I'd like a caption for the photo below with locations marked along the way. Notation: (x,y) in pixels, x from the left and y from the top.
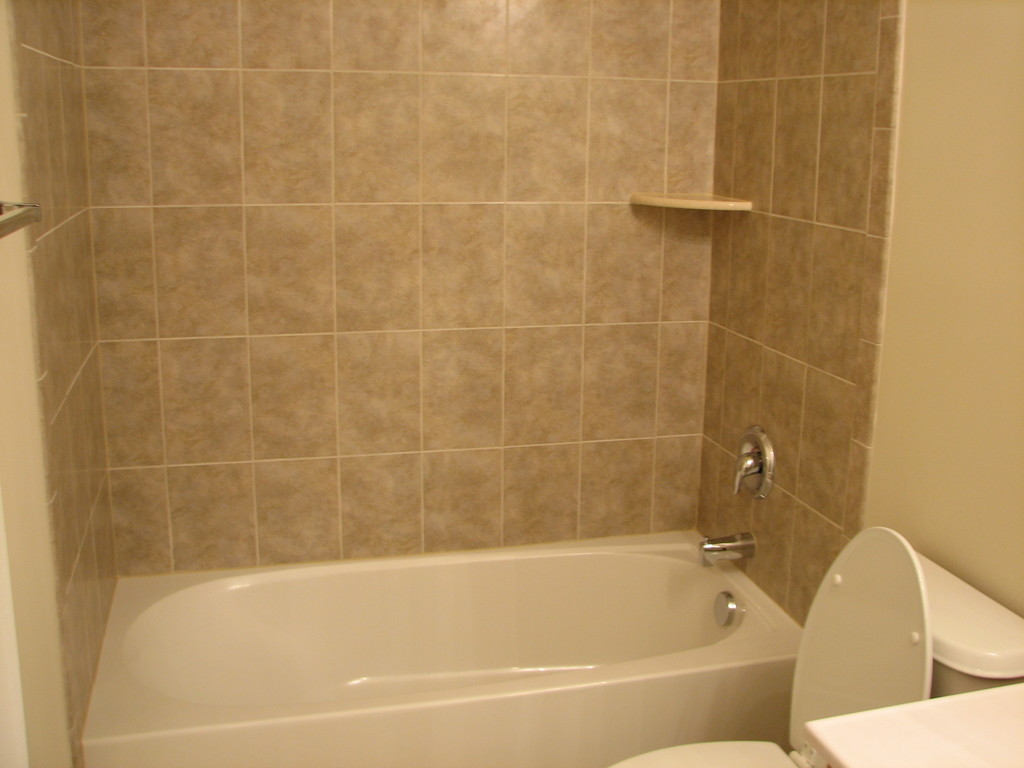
In this image, we can see a white color bathtub (525,605), there is a western toilet (803,717), we can see the wall (173,155).
